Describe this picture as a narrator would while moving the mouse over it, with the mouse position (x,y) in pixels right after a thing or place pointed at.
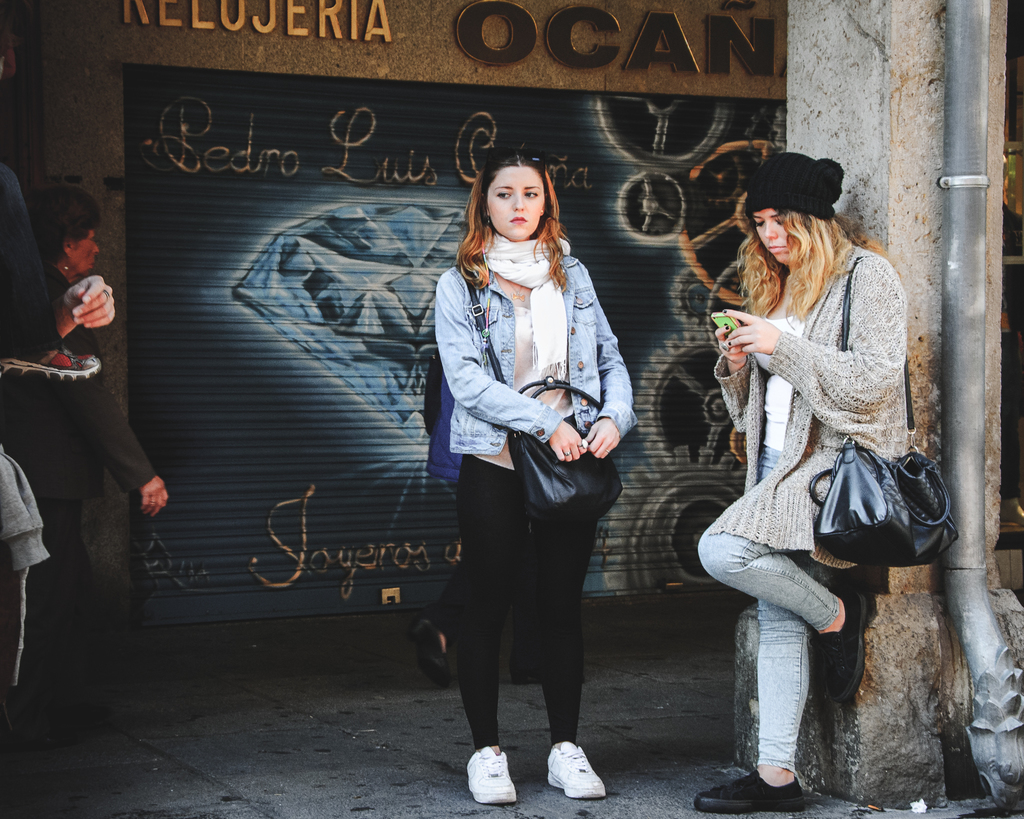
In this image I can see few people (33,309) with different color dresses (42,298). I can see two people (777,453) with the bags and one person (722,349) is holding the mobile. In the back (386,202) there is a shutter (270,142) and I can see something is written on the wall (275,52). To the right (954,475) I can see the pipe (1009,656).
